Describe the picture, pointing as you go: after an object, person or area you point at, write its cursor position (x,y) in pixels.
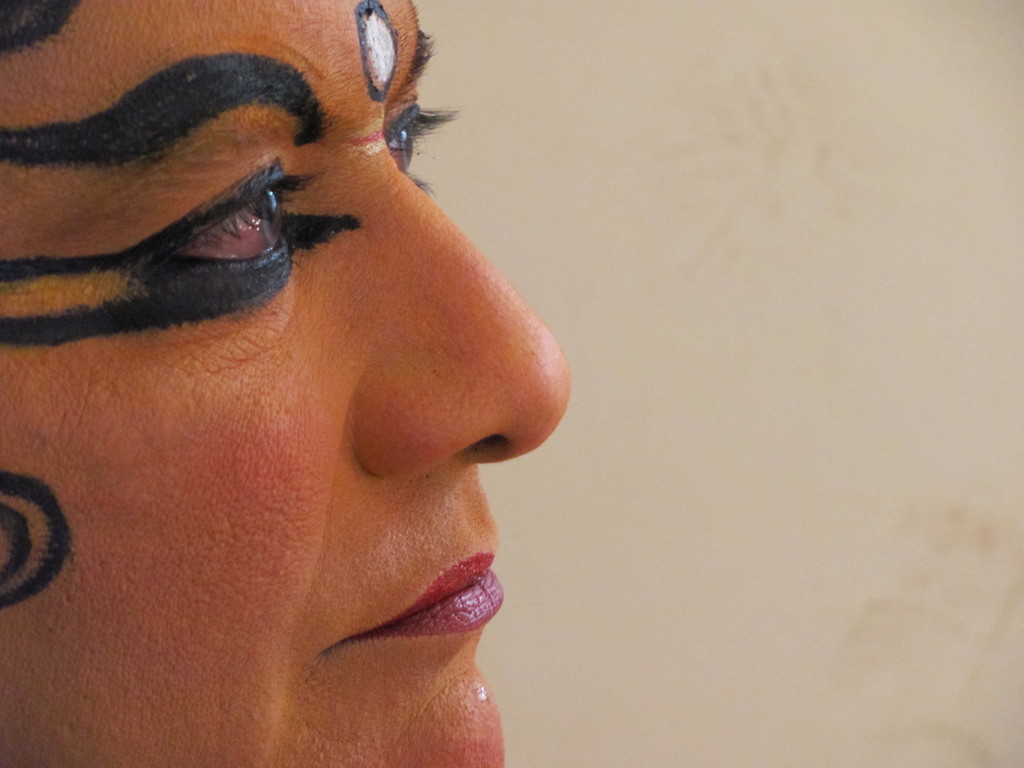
In this image we can see face (252,589) of a person (198,440) with full makeup (263,254).
